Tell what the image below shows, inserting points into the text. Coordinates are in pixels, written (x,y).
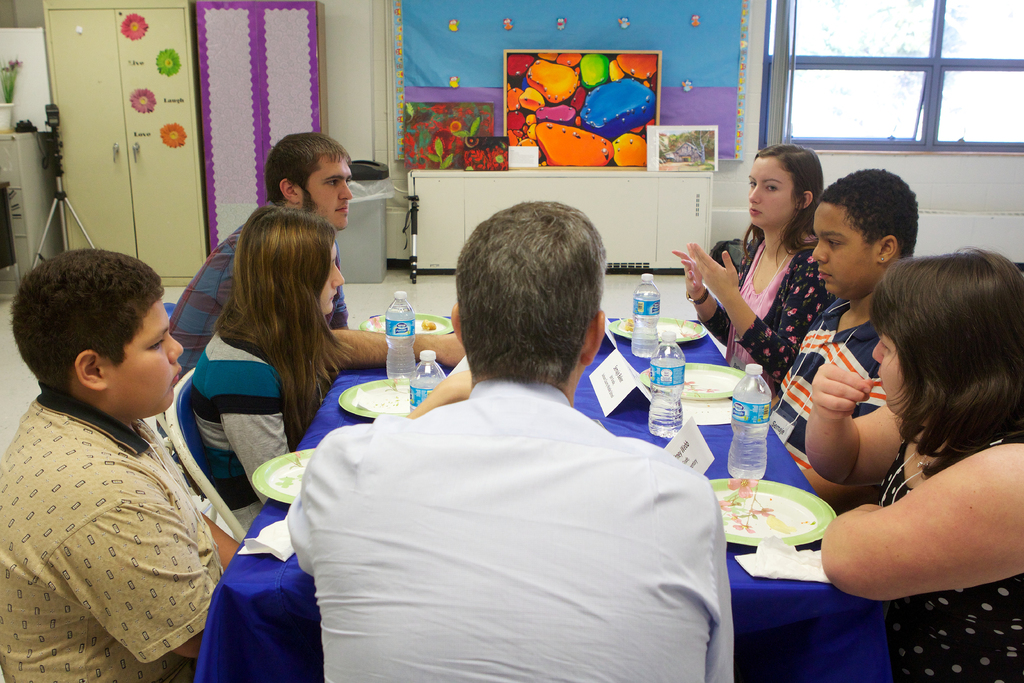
In this image we can see many persons (858,231) sitting around the table (742,650). On the table (227,635) we can see plates (805,536), tissues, water bottles (649,386) and name boards (620,381). In the background (87,139) we can see cupboards (88,151), camera stand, photo frames (529,139), windows (822,58), curtain (780,57) and wall (369,35).
